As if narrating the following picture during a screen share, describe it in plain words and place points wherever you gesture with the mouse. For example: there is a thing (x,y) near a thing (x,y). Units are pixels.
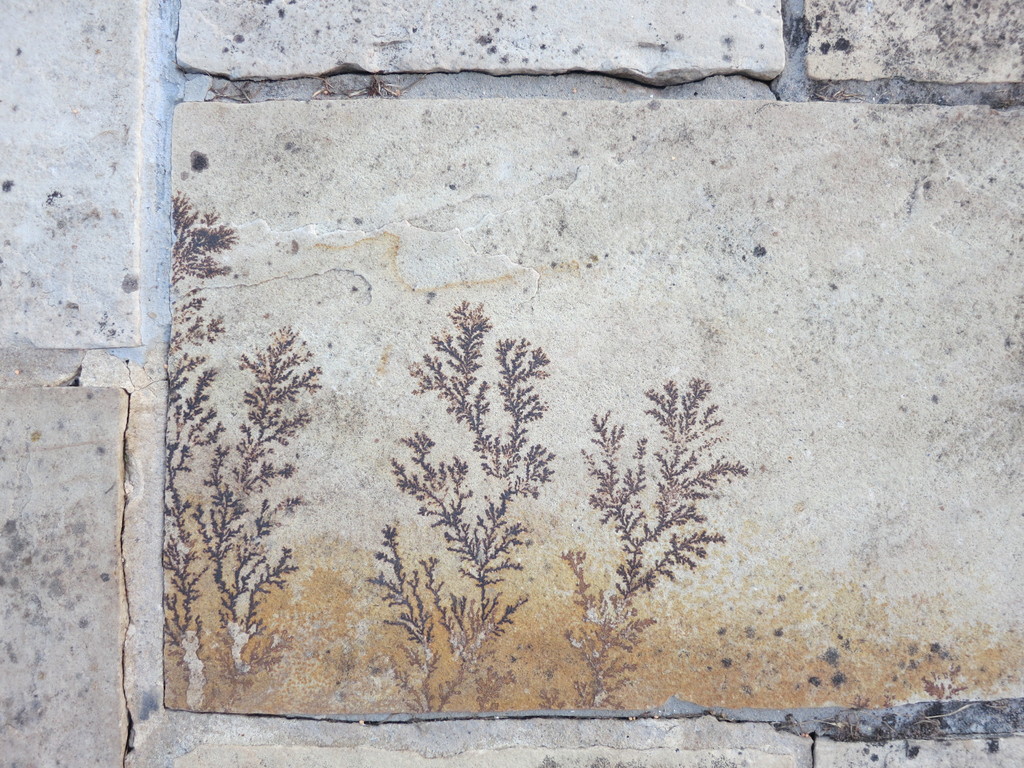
In this picture I can see stone wall (377,510) and I can see painting (523,527) on the stone (687,527).
